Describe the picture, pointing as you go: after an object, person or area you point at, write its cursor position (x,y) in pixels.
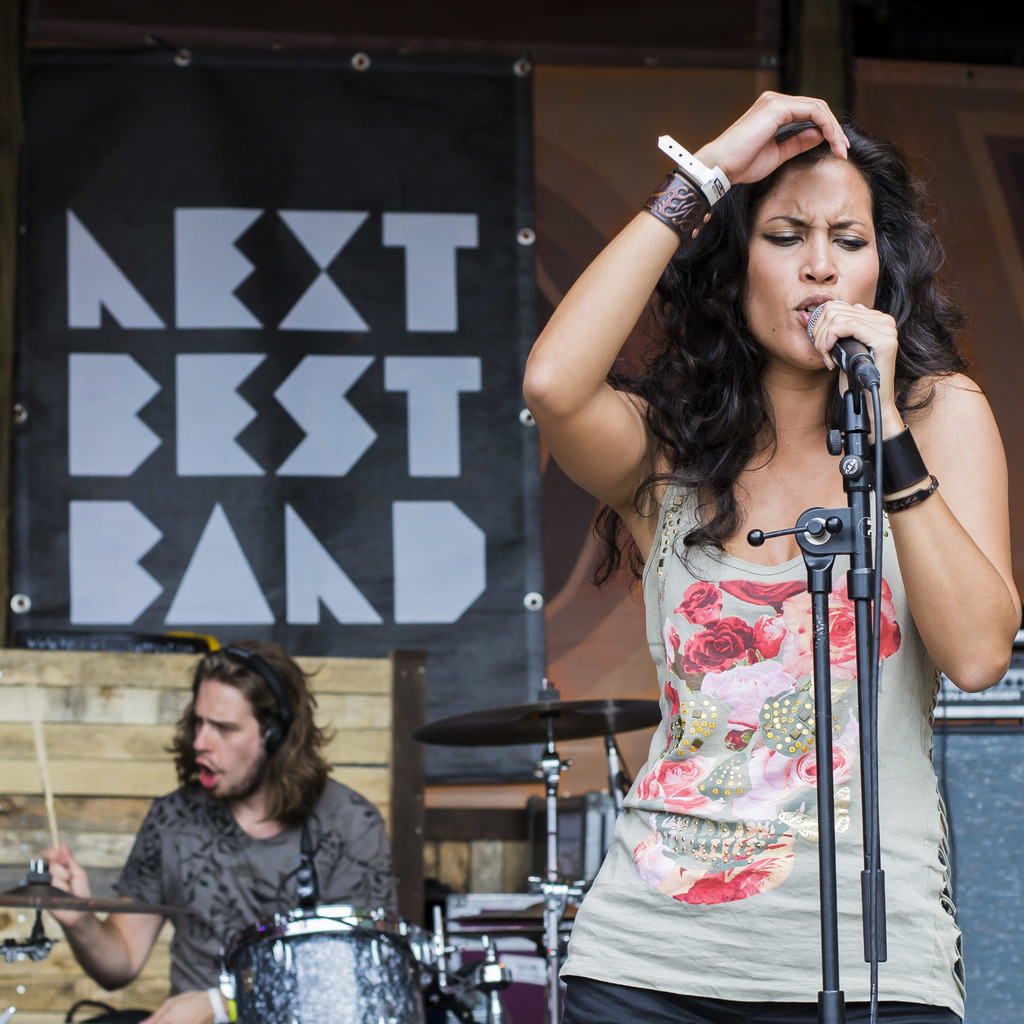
In this picture we can see woman (942,941) standing and singing on mic (852,369) and at back of her we can see man (231,781) sitting and playing drums (473,719) and in background (224,292) we can see wall (588,171), board (439,285).
